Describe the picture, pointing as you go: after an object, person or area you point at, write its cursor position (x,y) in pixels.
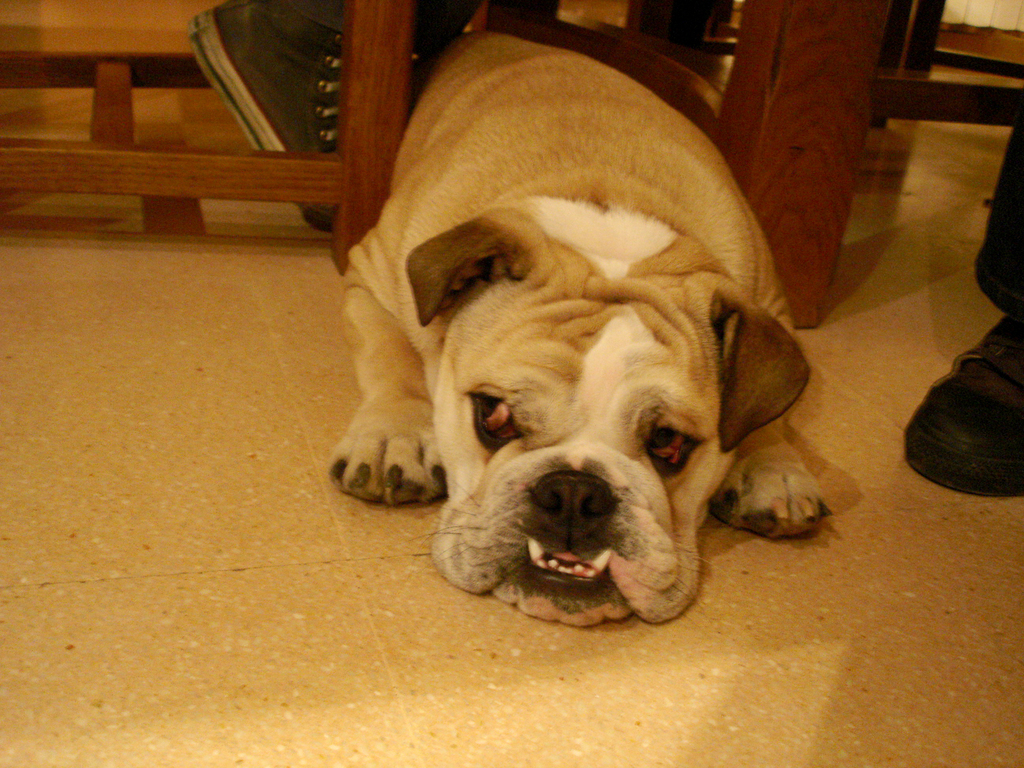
In the middle of the image (350,293), there is a dog (544,84) laying on the floor (334,354). Beside this dog (436,287), there is a wooden object (843,39). On the right side (974,467), there is a person (1014,226) wearing a shoe (1009,355).
